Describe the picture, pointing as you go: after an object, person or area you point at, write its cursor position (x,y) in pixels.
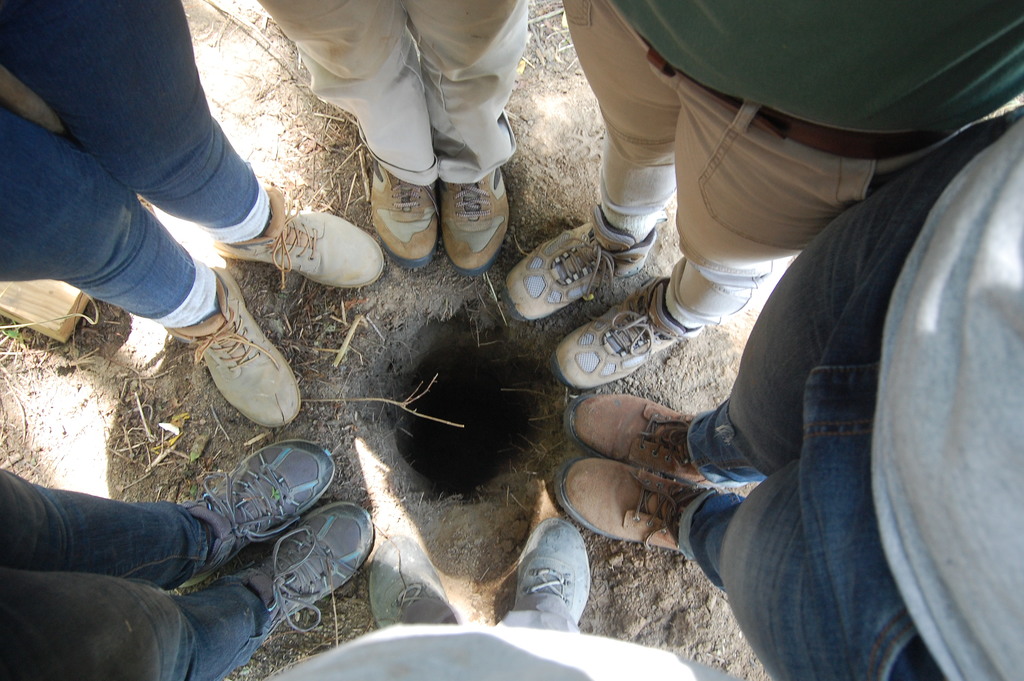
In the image we can see the truncated images of people (261,222) standing, wearing clothes (730,248) and shoes (555,591), and here we can see the hole (437,457).
